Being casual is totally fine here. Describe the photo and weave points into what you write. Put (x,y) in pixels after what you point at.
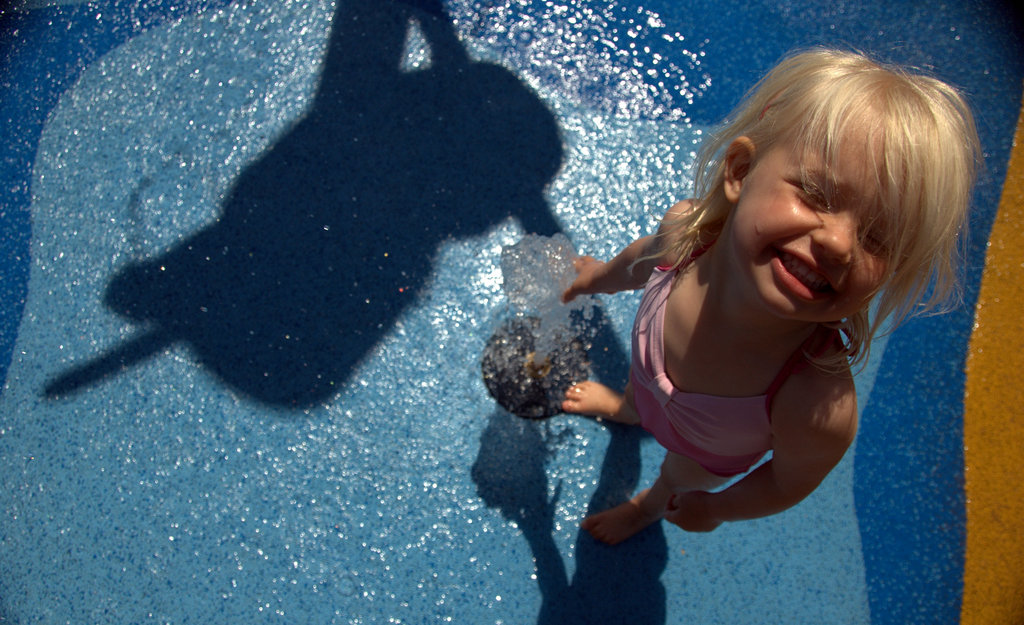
In this image there is a girl (734,439) standing on a ground water fountain (555,379).
